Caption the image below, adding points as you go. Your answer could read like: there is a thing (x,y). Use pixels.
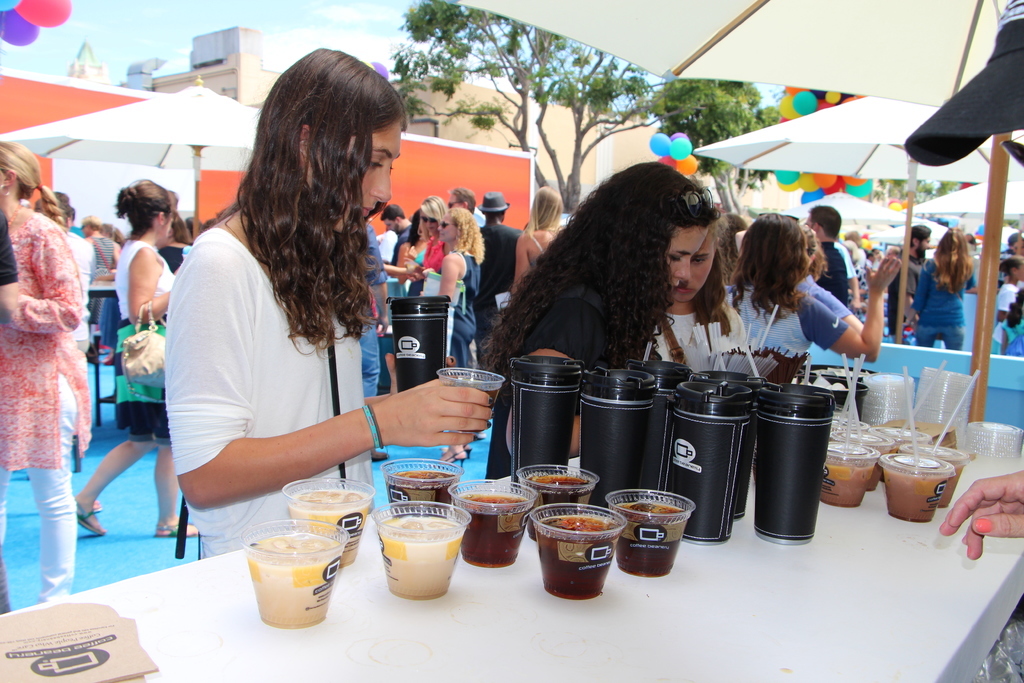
In this image, there are group of people (236,234) standing and wearing clothes (922,267). There are three persons (660,305) in the middle of the image (619,309) standing in front of the table (569,653) contains bottles (749,481) and cups (929,453). There is a tree (548,73) at the top of the image (536,83). There is an umbrella (188,161) in the top left (250,108) and in the top right of the image (820,114).
